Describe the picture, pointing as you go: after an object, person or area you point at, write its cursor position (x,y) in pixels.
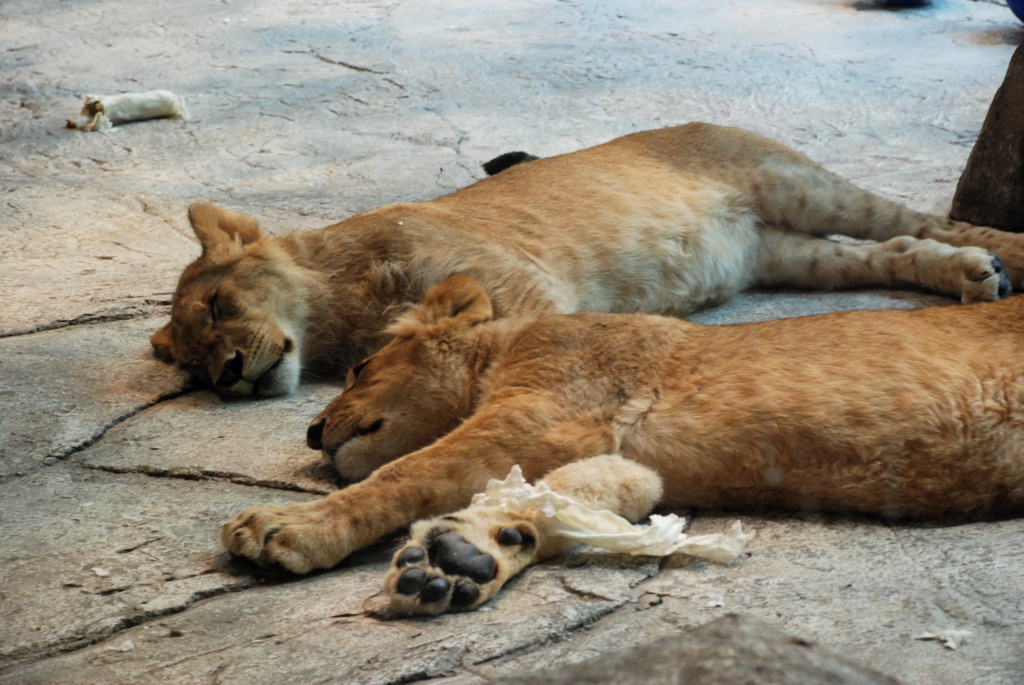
In this image we can see lions (383,380) sleeping on the floor (62,25).
